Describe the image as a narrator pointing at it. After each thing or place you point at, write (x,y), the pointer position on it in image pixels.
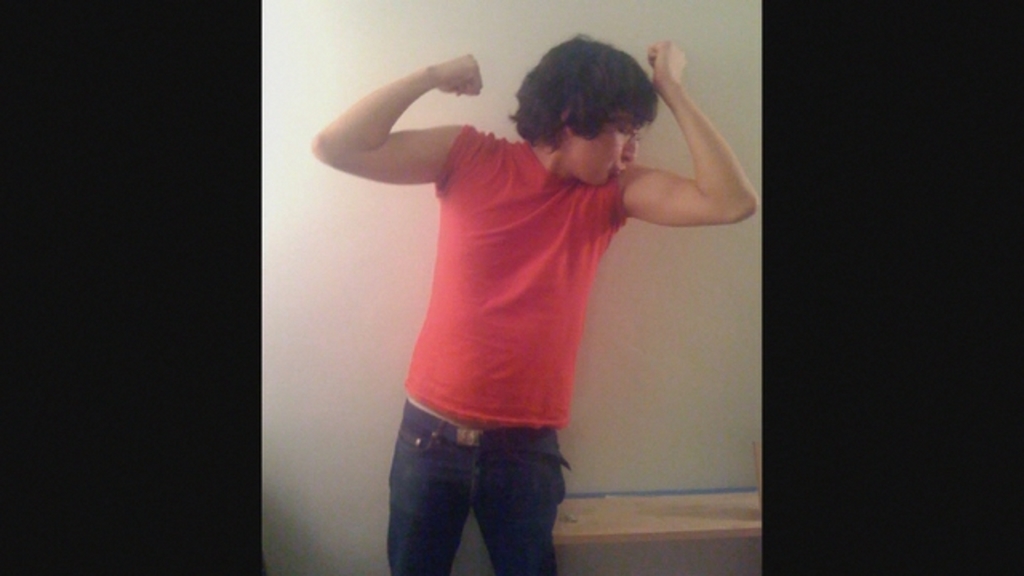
In this picture in the center (468,322) there is a man (483,341) standing. In the background (356,281) there is a wall (356,276).
